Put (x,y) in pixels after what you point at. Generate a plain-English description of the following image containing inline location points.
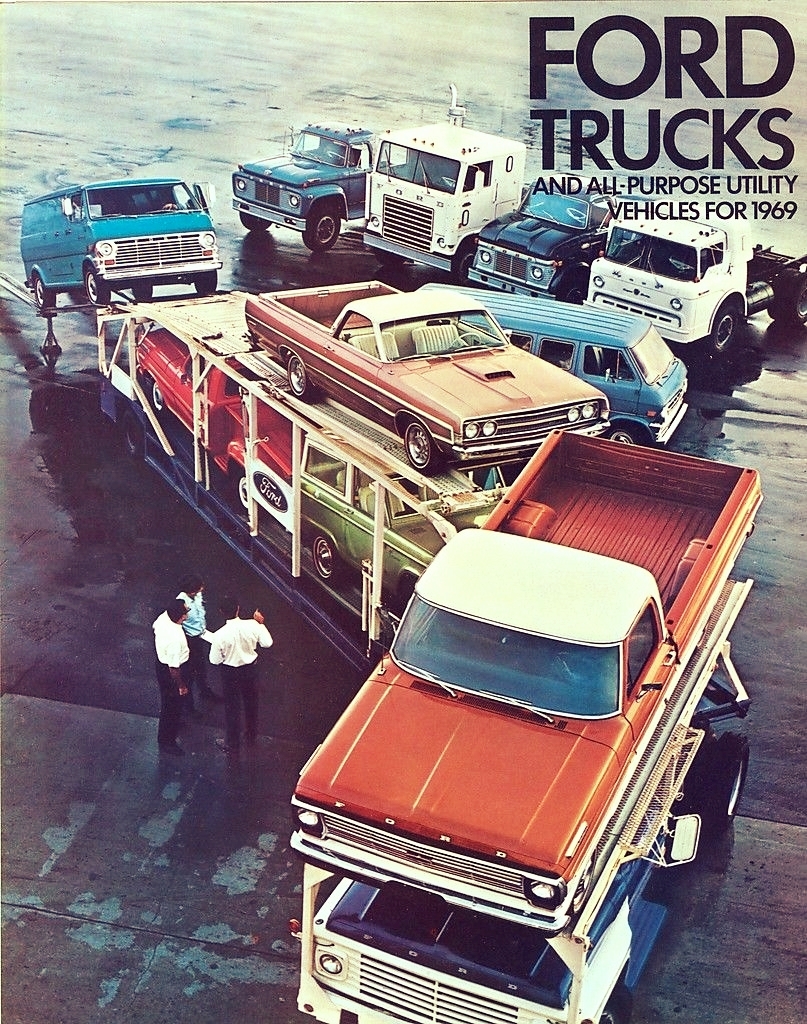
In the image we can see some vehicles (767,270), beside the vehicles (273,562) few people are standing and watching.
